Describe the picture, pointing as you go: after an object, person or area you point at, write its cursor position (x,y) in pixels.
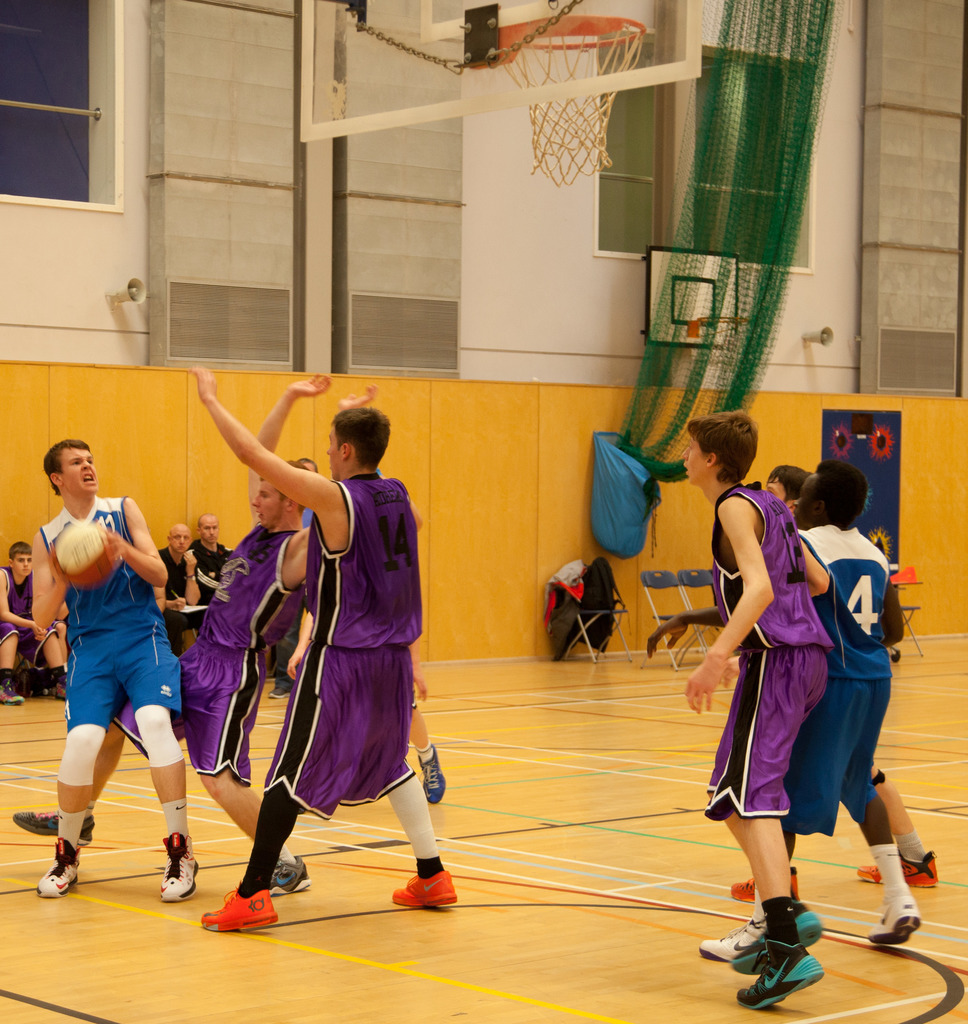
In the image we can see there are many people (380,653) wearing clothes (253,652), shoes (234,923) and socks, and these people (431,795) are playing basketball. This is a basketball (83,562) and a basketball court (540,742). This is a net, chain (412,49), window (56,159) and other objects (553,608). There are even people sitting on chairs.
